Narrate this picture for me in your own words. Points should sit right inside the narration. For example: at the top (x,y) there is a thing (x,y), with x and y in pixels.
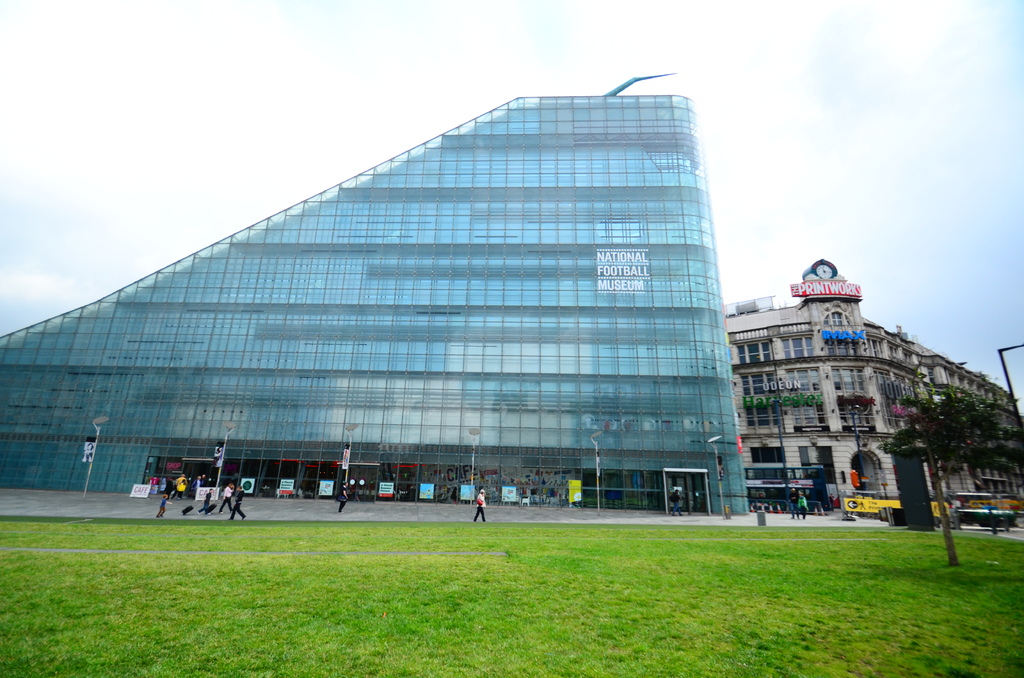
In this picture there is a commercial building (469,396) in the center of the image (487,415) and there is another building (780,394) on the right side of the image (877,462), there is grassland (561,579) at the bottom side of the image (358,668) and there are people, posters (465,495), vehicles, and poles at the bottom side of the image (597,459).
